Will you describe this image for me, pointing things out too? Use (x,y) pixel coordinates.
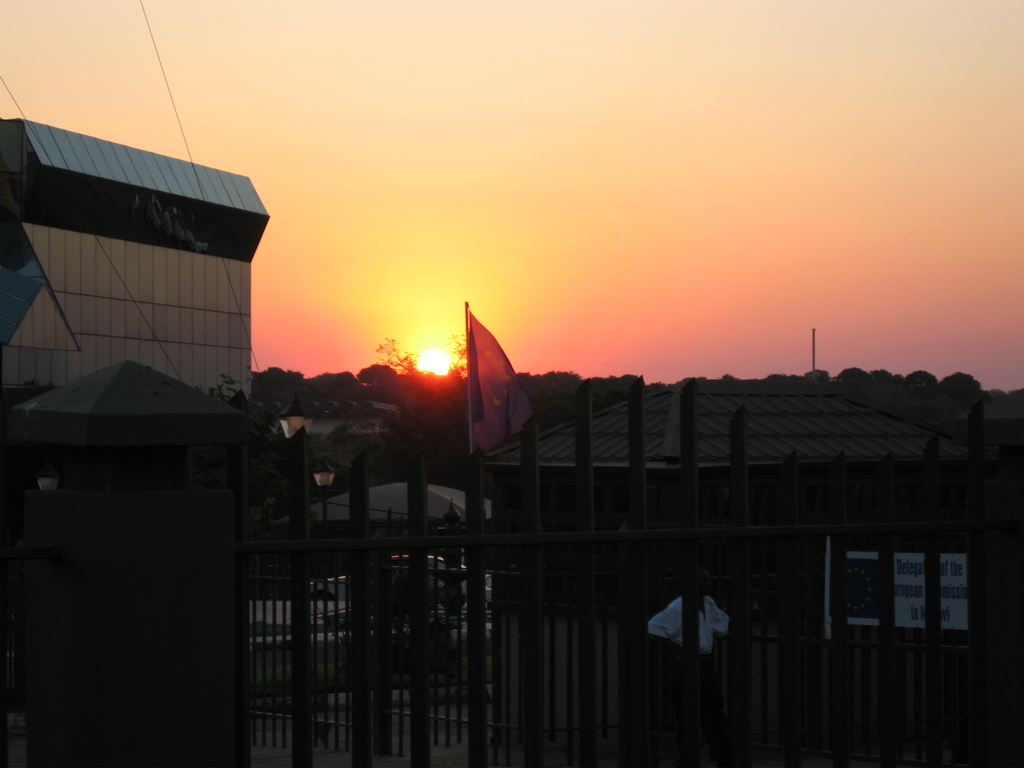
In this image there is a fence (684,605). Behind there is a person (714,624) standing. Middle of the image (472,399) there is a flag (472,399). Background (176,352) there are few buildings (653,431) and trees (449,409). Top of the image (600,170) there is sky (456,272), having a sun (420,359). Right side (863,618) there is a board (946,607) behind the fence (929,597).
